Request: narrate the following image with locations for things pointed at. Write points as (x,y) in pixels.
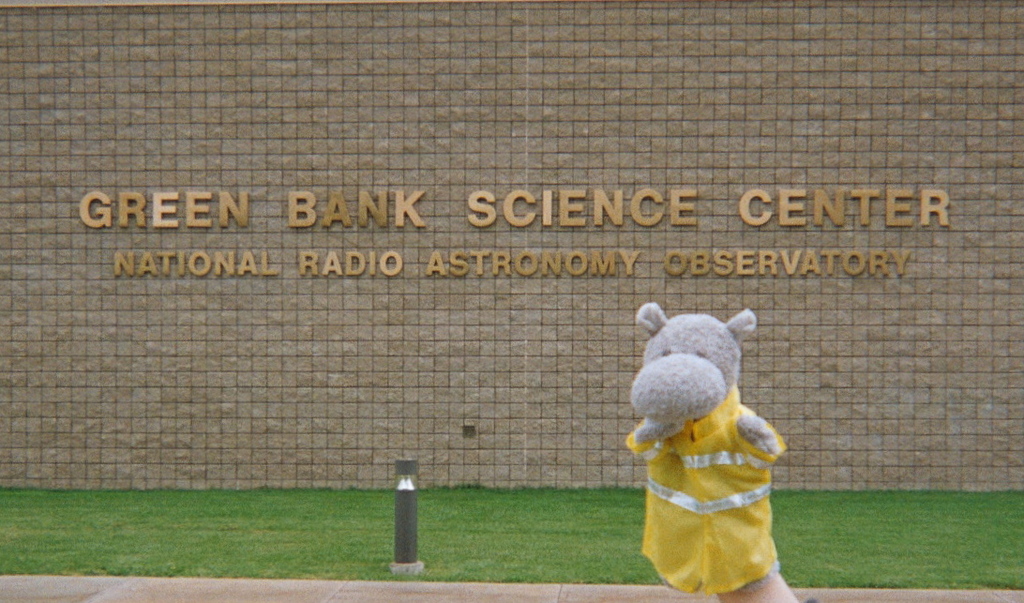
In this picture there is a puppet (733,454) at the bottom side of the image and there is grassland (70,545) at the bottom side of the image (89,544), there is a small rod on the image, there is a green bank science center (487,209) in the background area of the image (405,179).
